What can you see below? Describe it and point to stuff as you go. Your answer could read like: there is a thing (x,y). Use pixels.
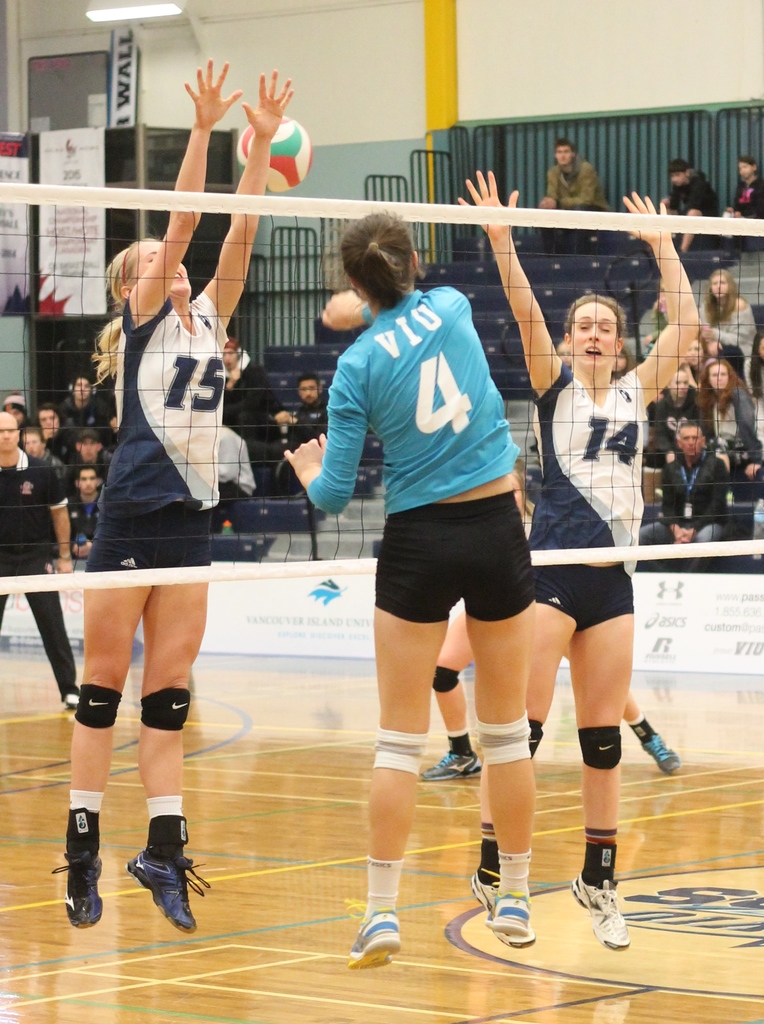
As we can see in the image there are few people (329,410) here and there, a volleyball (277,189), net (313,202), banner (83,176) and wall (363,99).
